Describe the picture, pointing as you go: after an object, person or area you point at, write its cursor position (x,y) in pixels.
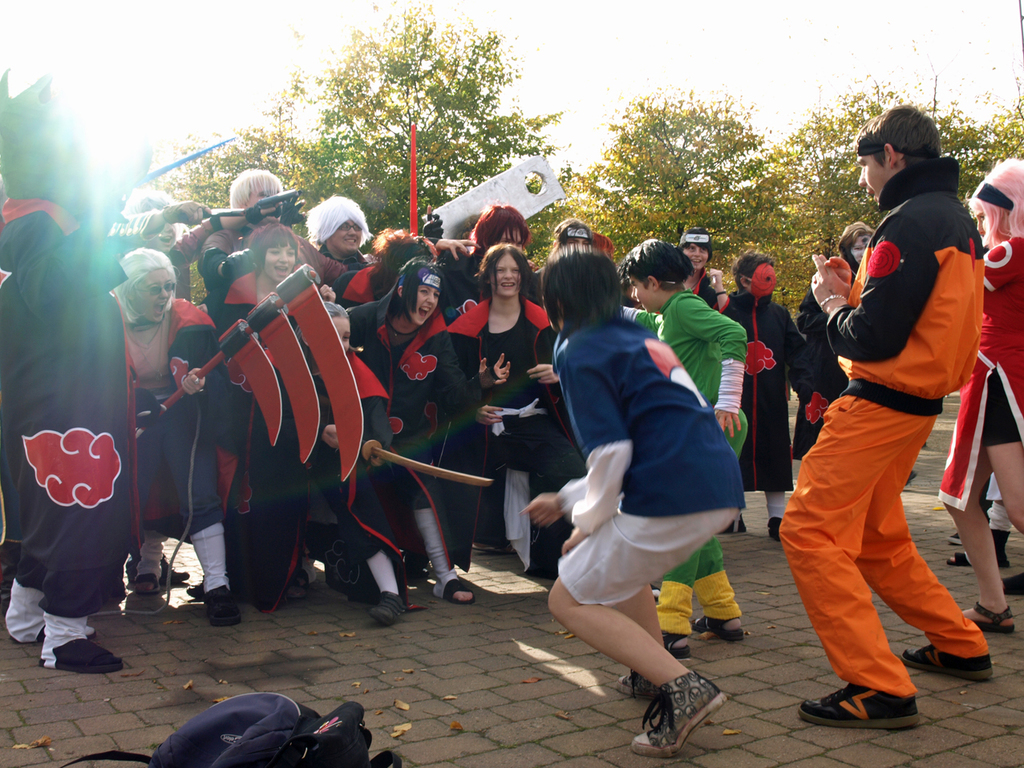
In this image we can see people (444,286) wearing costumes (77,230). In the background of the image (757,125) there are trees (277,141), sky (595,124). At the bottom of the image (531,705) there is pavement (452,684).
